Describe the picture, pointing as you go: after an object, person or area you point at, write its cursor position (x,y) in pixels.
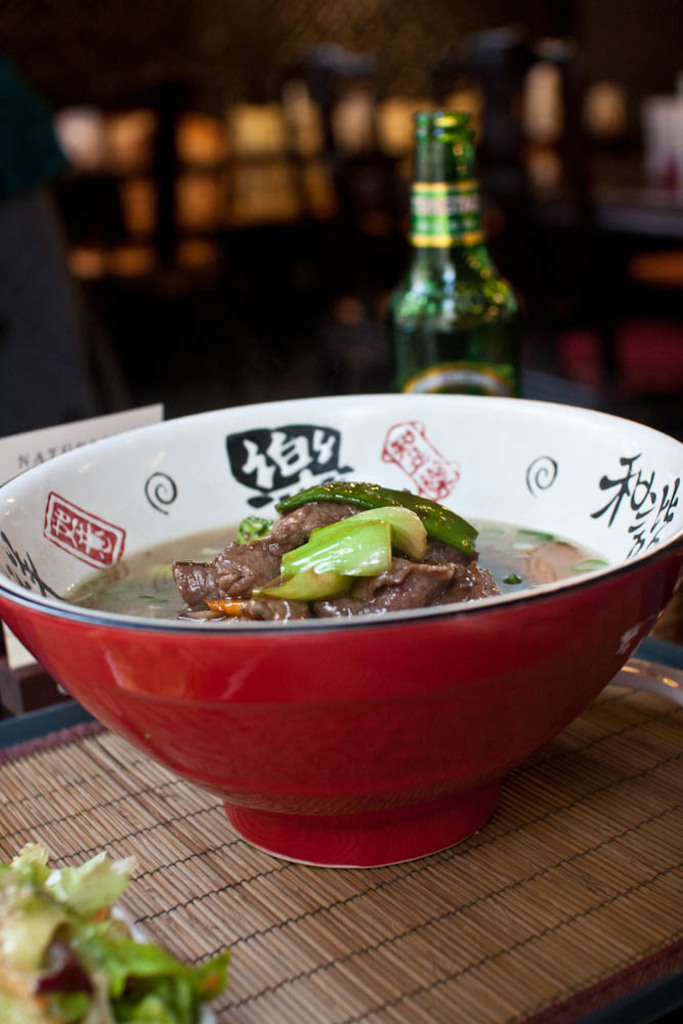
In the given image we can see a bottle (420,235) and a bowl (408,419). In the bowl (354,657) we have eating item (339,601).
